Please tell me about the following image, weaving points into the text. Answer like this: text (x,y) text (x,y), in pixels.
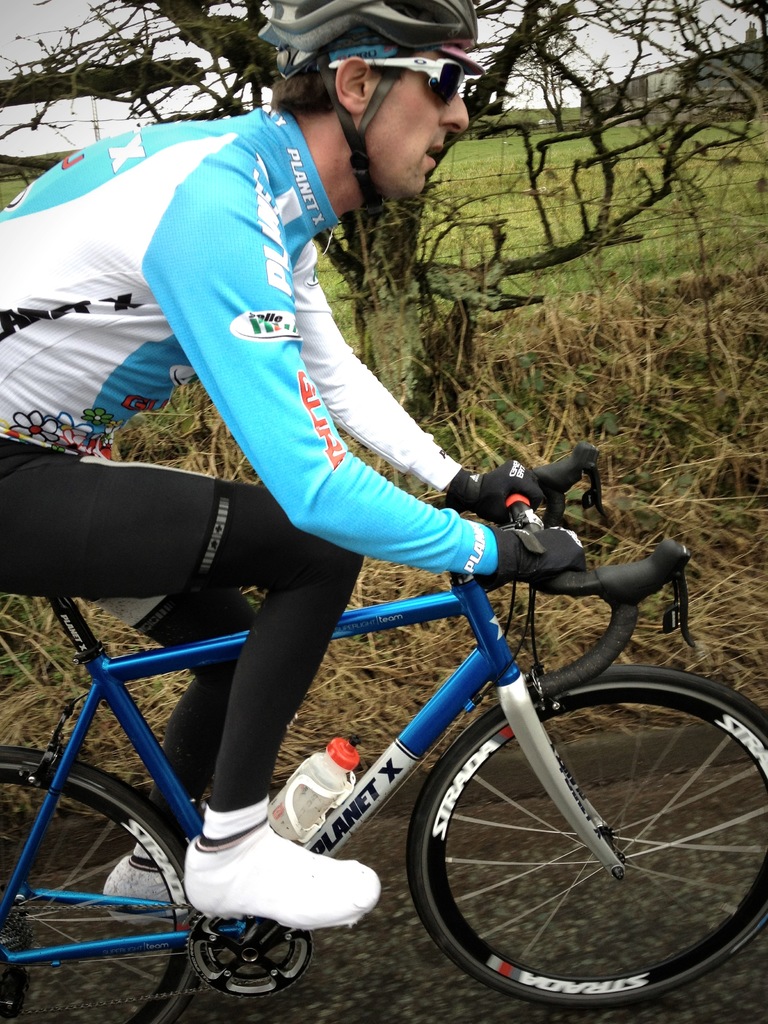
In this image we can see a man (435,473) riding bicycle (435,773) on the road (376,997). On the backside (433,407) we can see some grass (551,405), a tree (436,265) and the sky (117,132) which looks cloudy.
